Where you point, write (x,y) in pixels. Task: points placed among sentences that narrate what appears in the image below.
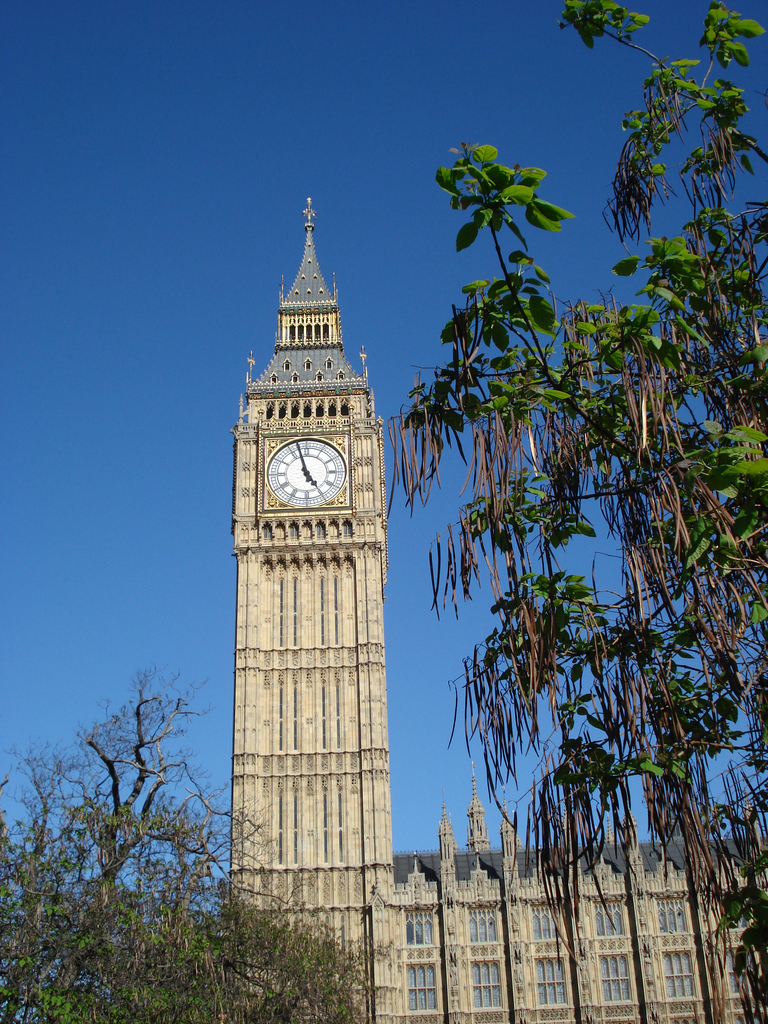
As we can see in the image there is a building (346,702), clock (302,460) and trees (564,856). On the top (210,200) there is a sky (209,275).
